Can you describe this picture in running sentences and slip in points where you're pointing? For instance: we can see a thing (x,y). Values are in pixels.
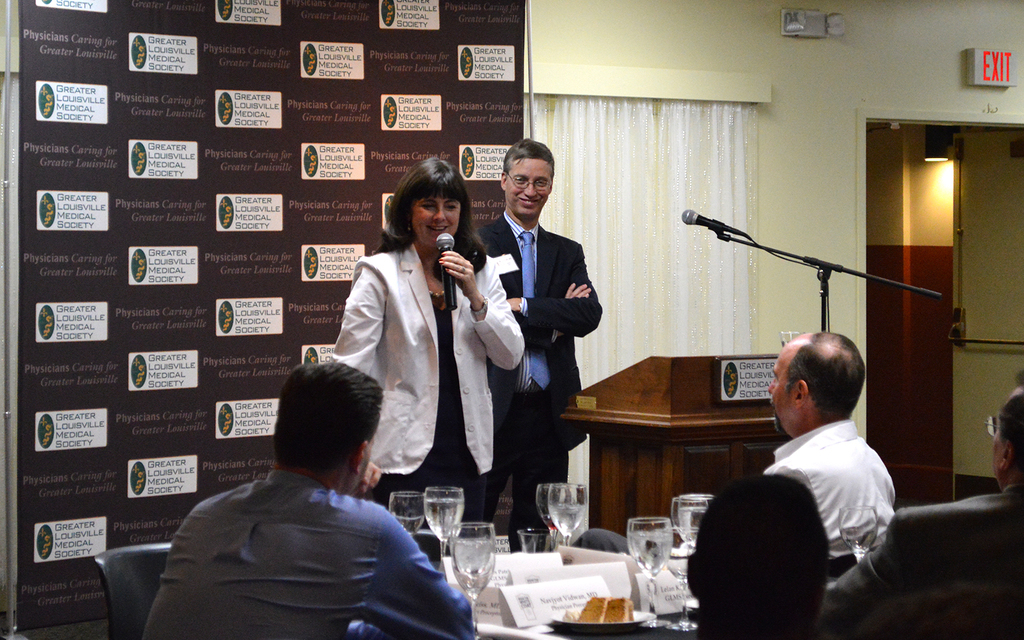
In this image we can see some persons (748,583) sitting on chairs (579,539) paying attention to the persons (561,309) who are standing at the background of the image (478,288) holding microphone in their hands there is wooden block (713,382) on which there is microphone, there is curtain (724,292) and door (1021,301) and at the foreground of the image (553,524) there are some glasses (669,549) and name boards (508,570) on table (510,553).
